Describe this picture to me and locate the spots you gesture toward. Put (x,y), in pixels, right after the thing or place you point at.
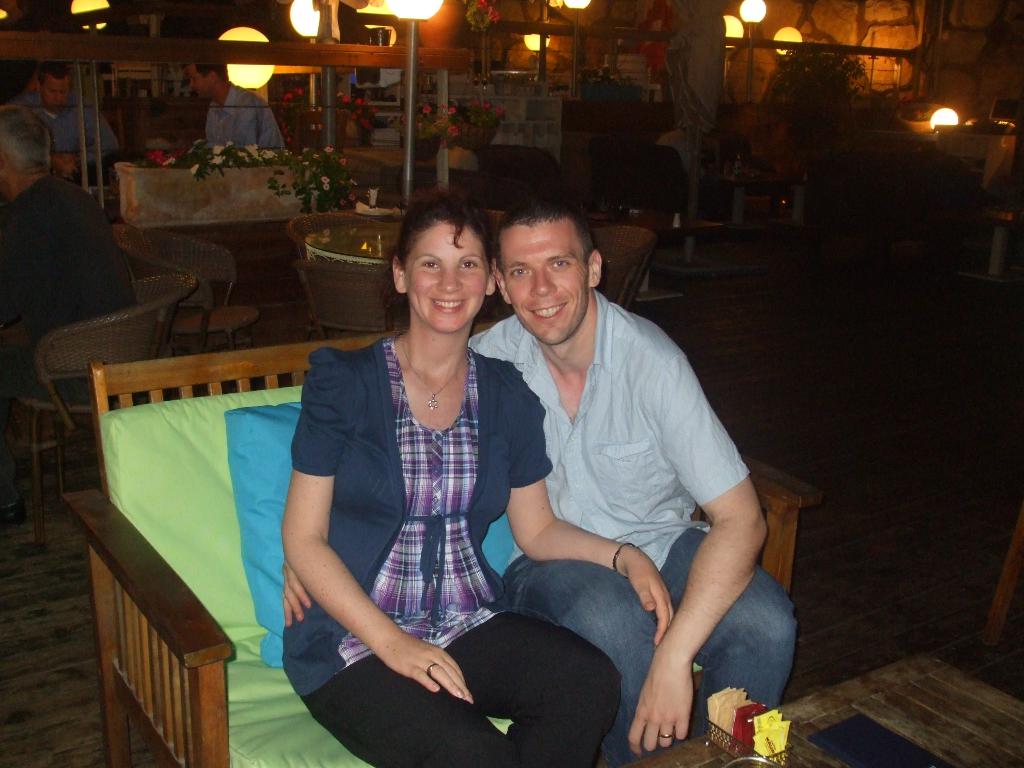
It is a restaurant (624,33) there are two people (489,485) a women (489,485) and men (778,622) are sitting in the chair (208,569), there is a table (896,713) in front of them, both of them are smiling and posing to the photo, behind them there are some flower plants (279,151), light (266,78) few other people (246,90), in the background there is a stone wall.
